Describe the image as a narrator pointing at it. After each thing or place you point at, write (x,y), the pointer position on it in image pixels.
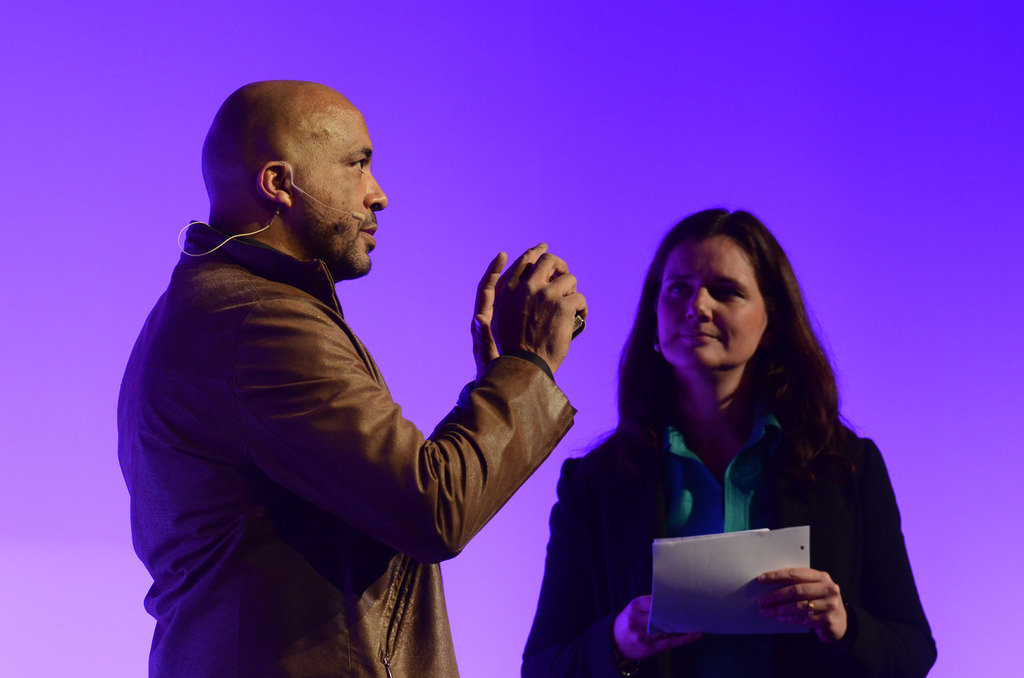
In this picture we can see a man (308,369) and a woman (670,373), she is holding a paper (703,589) in her hands (773,596). and we can see a microphone (318,200).
